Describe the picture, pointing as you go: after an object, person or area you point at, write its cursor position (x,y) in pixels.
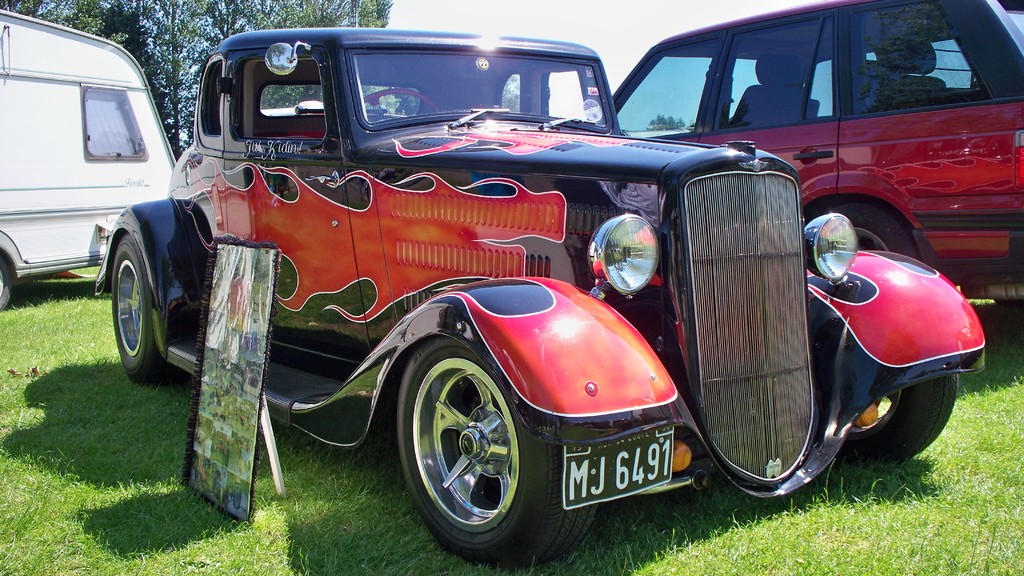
In this image we can see vehicles (350,295) on the grass (672,555). In the background (198,15) we can see tree (265,20) and sky (537,10).
